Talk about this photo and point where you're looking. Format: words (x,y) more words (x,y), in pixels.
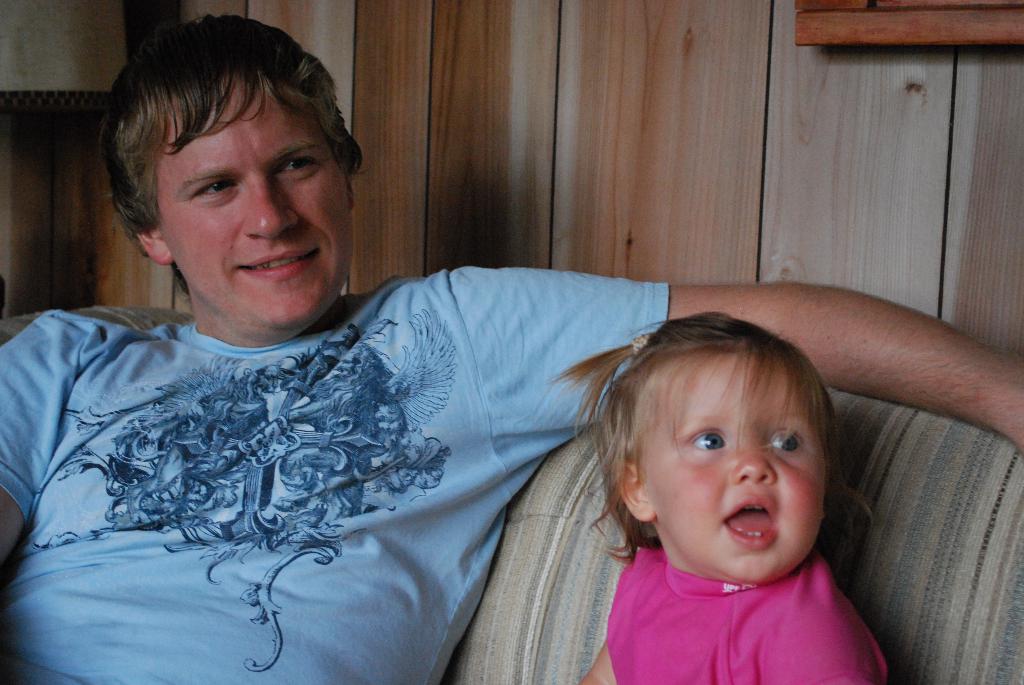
In this image I can see two people (485,562) with blue and pink color dresses (472,556). These people (449,506) are sitting on the couch (501,653). In the background (529,109) I can see the wooden wall (511,117).
